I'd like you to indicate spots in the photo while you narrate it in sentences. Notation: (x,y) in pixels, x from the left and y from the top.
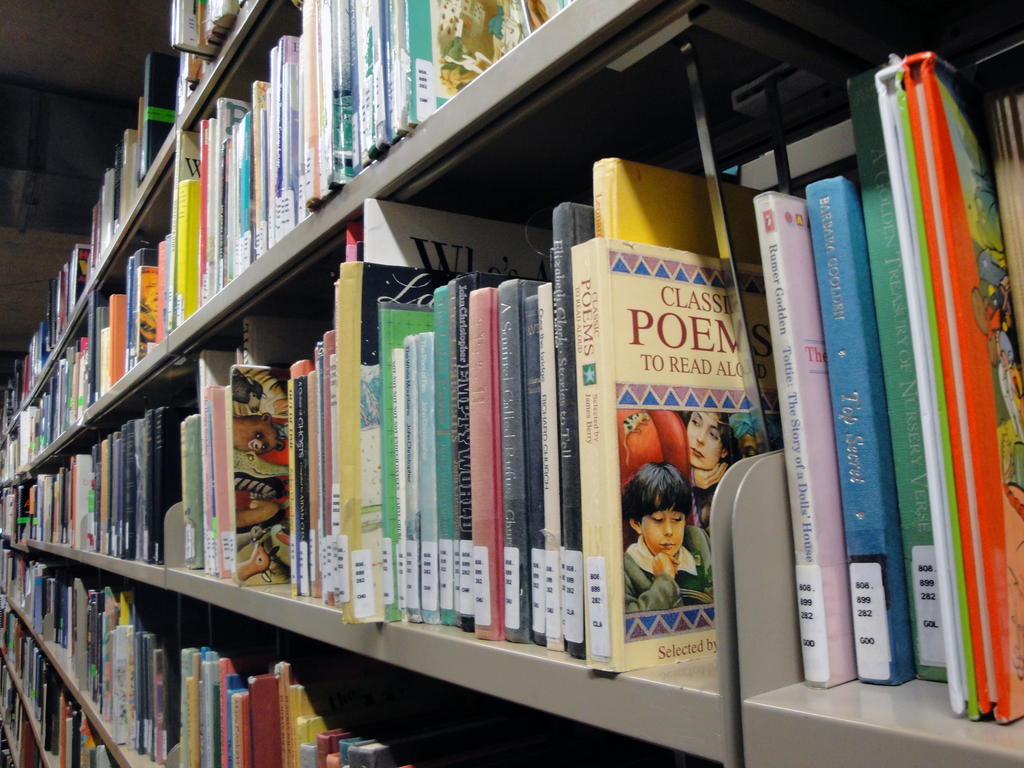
In this image I can see many books (230,511) in the racks (246,299). I can see these books (239,701) are colorful.
